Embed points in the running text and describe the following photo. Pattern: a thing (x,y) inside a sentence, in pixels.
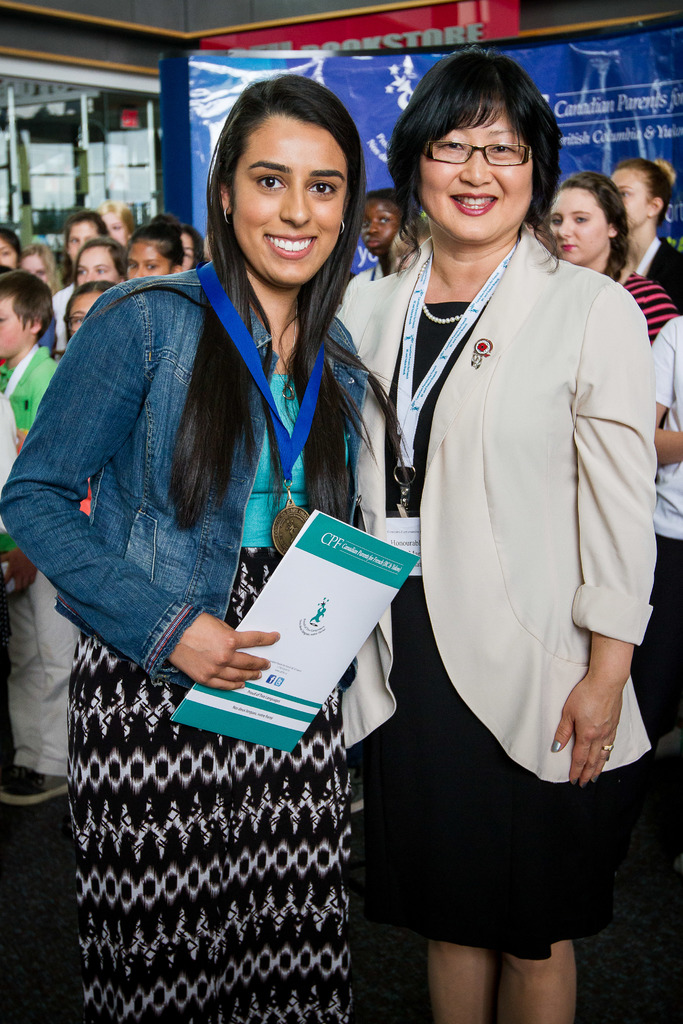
In this picture I can see there are two women (464,229) standing and they are wearing coats (239,553), the woman (263,571) at left side (222,343) is wearing a gold medal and holding a book (332,569) in her hand (233,687). In the backdrop (128,259), there are a few people (128,259) standing and there is a blue color banner (555,74) in the backdrop (561,68).
